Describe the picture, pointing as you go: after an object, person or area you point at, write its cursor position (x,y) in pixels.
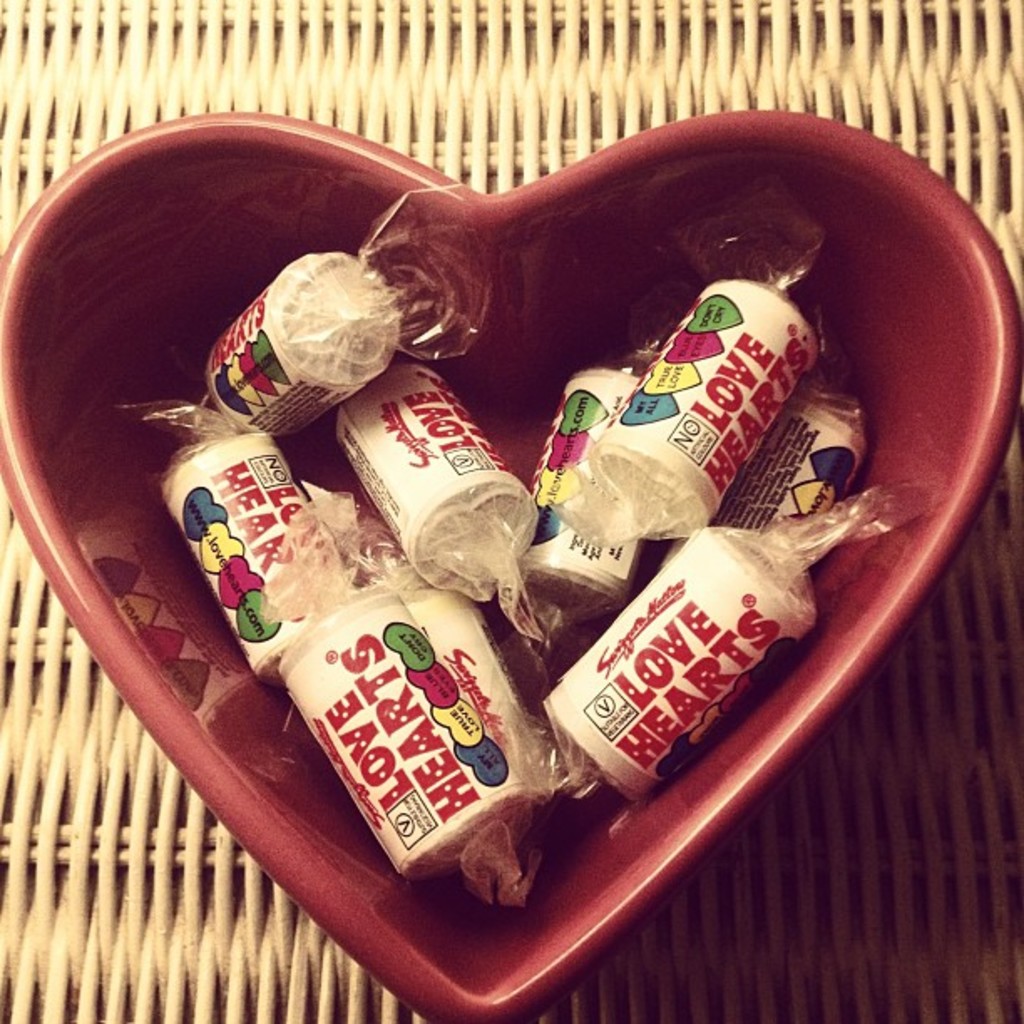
In this image I can see a container (825,652) of heart shape.
